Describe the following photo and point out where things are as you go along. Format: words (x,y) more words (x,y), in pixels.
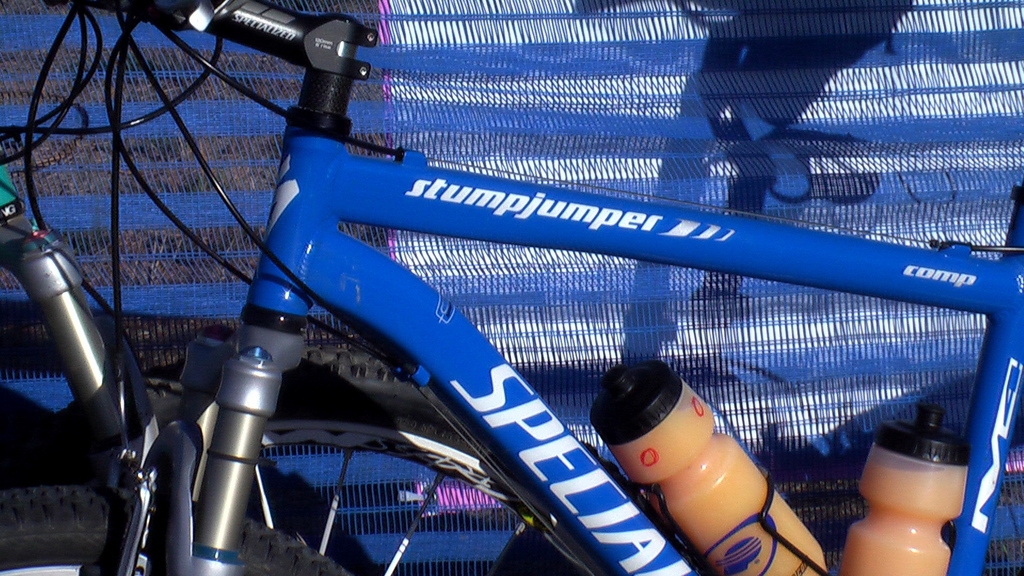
In this image, There is a bicycle (979,288) which is in blue color, There is the handle (303,39) of the bicycle (273,40) which is in black color, There is a Tyre (57,536) which is in black color, There are some bottles (704,483) which are in yellow color, In the background (622,153) there a curtain (593,120) of blue color.
